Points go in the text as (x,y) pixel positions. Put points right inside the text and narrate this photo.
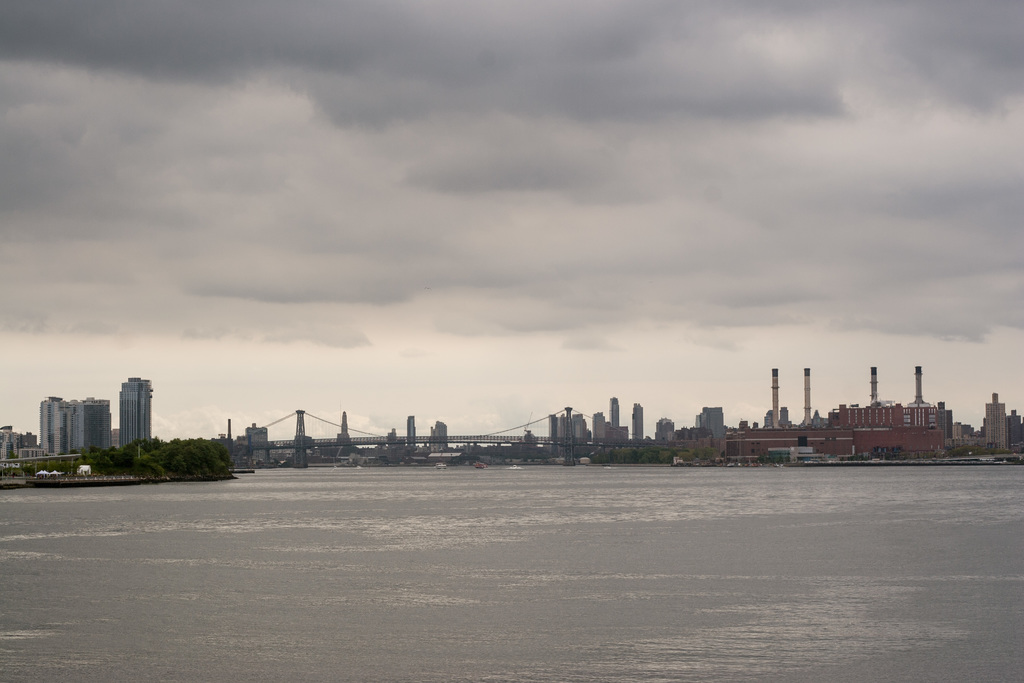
On the bottom (788,681) we can see river (485,556). In the background (937,422) we can see many skyscrapers (150,409), buildings (671,423), trees (134,460), vehicles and a bridge (297,424). At the top (638,170) we can see sky (606,134) and clouds (643,174). On the right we can see exhaust towers (776,384).
